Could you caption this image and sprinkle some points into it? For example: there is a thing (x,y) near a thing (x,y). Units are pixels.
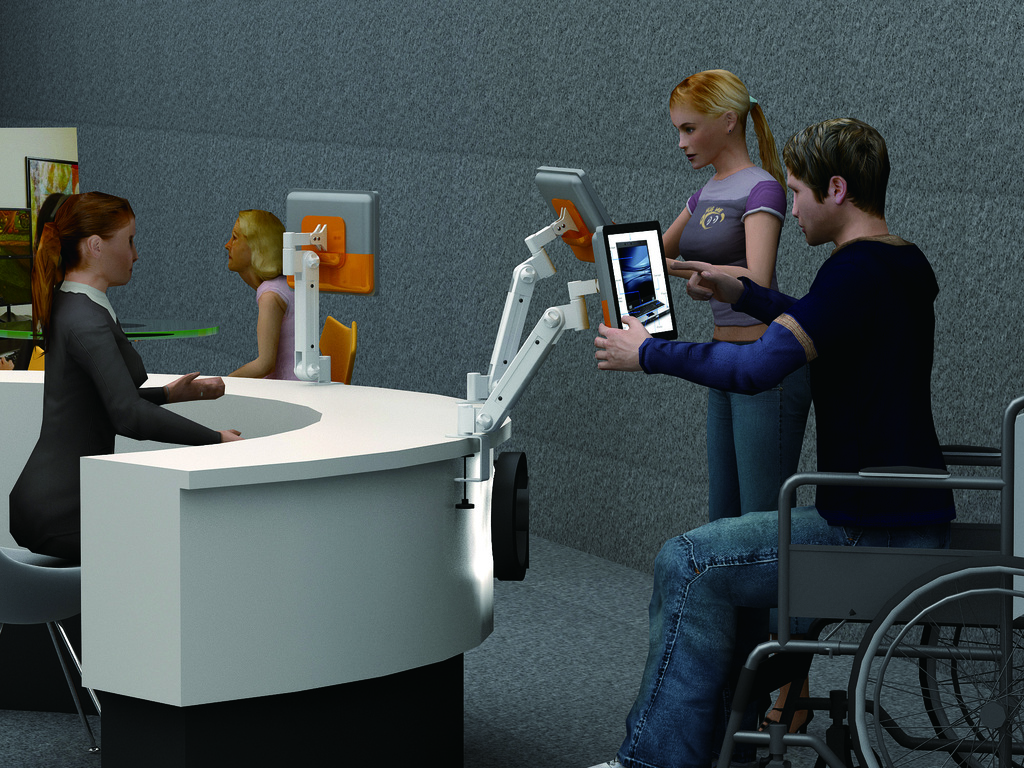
This is an animation picture shows a person (932,456) sitting on a wheel chair (925,477) and operating a monitor (605,275) with his hands (627,360) and a woman (743,449) standing and operating a monitor (581,234) and a woman (59,321) seated on a chair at a desk (227,392).
